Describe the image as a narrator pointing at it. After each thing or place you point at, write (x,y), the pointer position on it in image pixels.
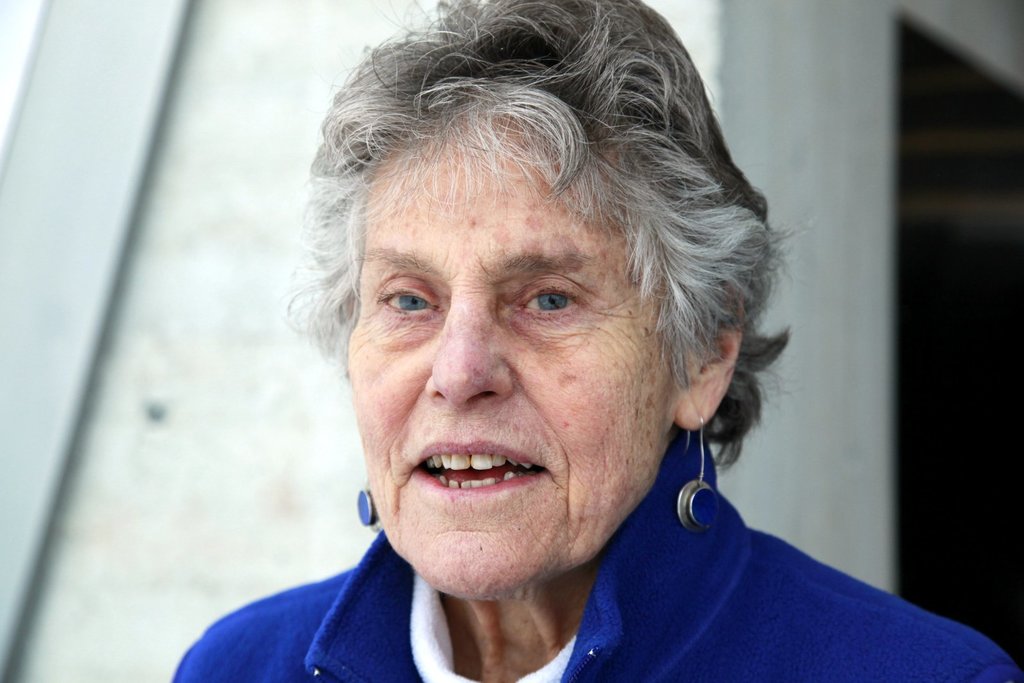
In this picture I can see an old woman (547,420).
